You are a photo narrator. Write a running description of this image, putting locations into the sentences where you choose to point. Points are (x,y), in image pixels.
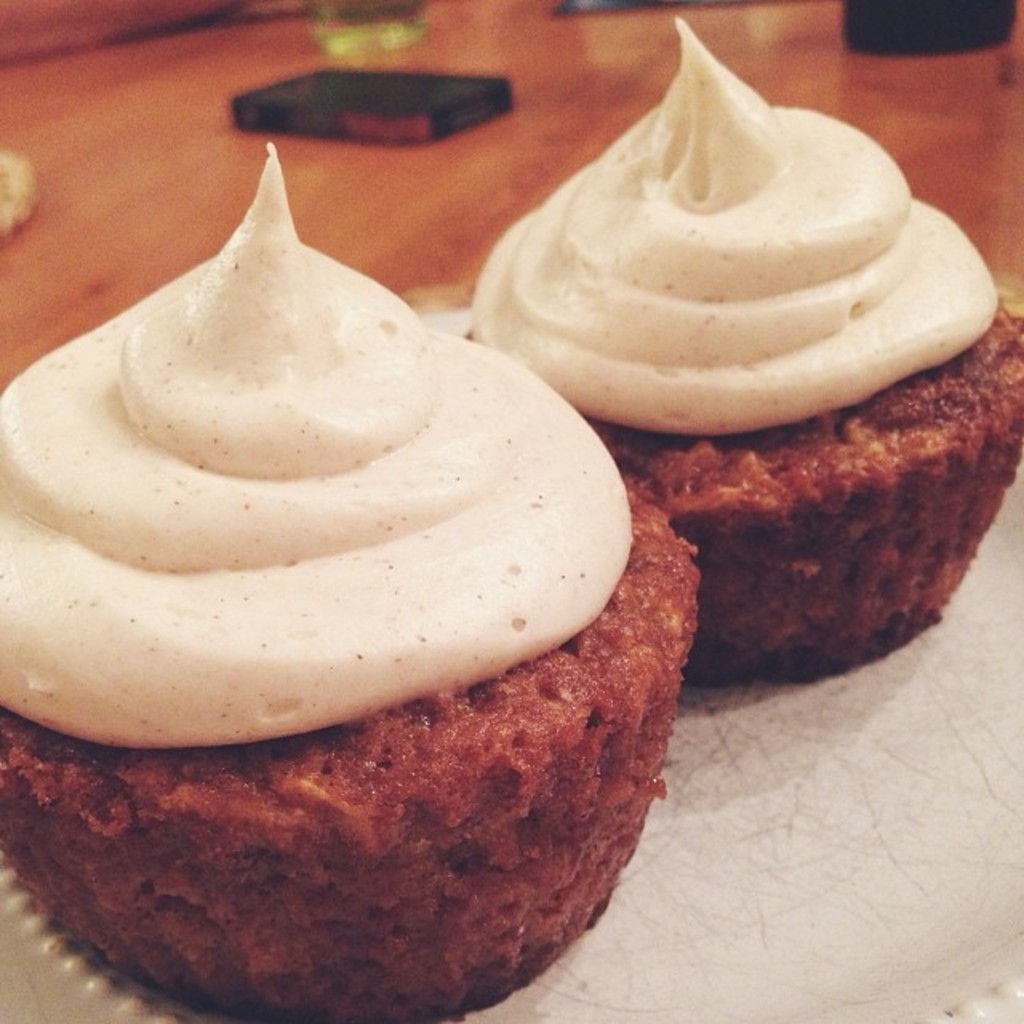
In this picture we can see food (579,598) in the plate (788,718), beside the plate (788,718) we can see a mobile (439,95) and other things (362,54) on the table (294,76).
